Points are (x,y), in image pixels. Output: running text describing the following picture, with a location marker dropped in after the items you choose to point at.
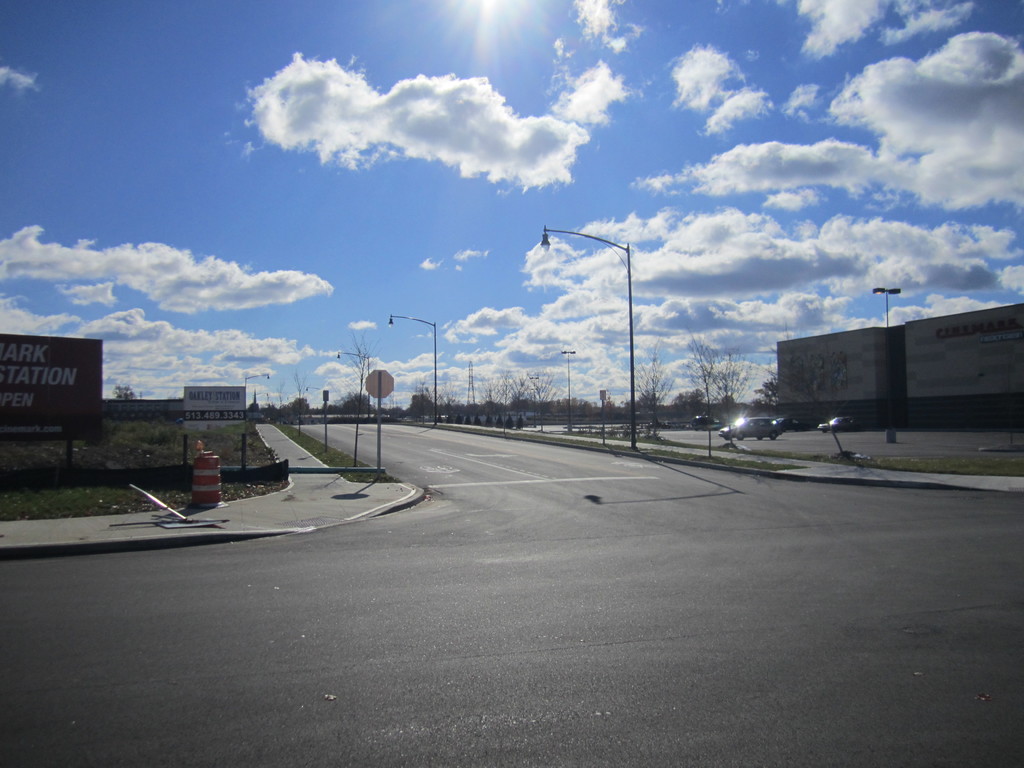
In the middle of the image (373,377) there are some poles (570,403), sign boards (237,402), banners (62,386) and vehicles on the road (980,739). Behind them there are some trees (648,399) and buildings (1001,389). At the top of the image (137,170) there are some clouds (824,13) in the sky (193,100).
